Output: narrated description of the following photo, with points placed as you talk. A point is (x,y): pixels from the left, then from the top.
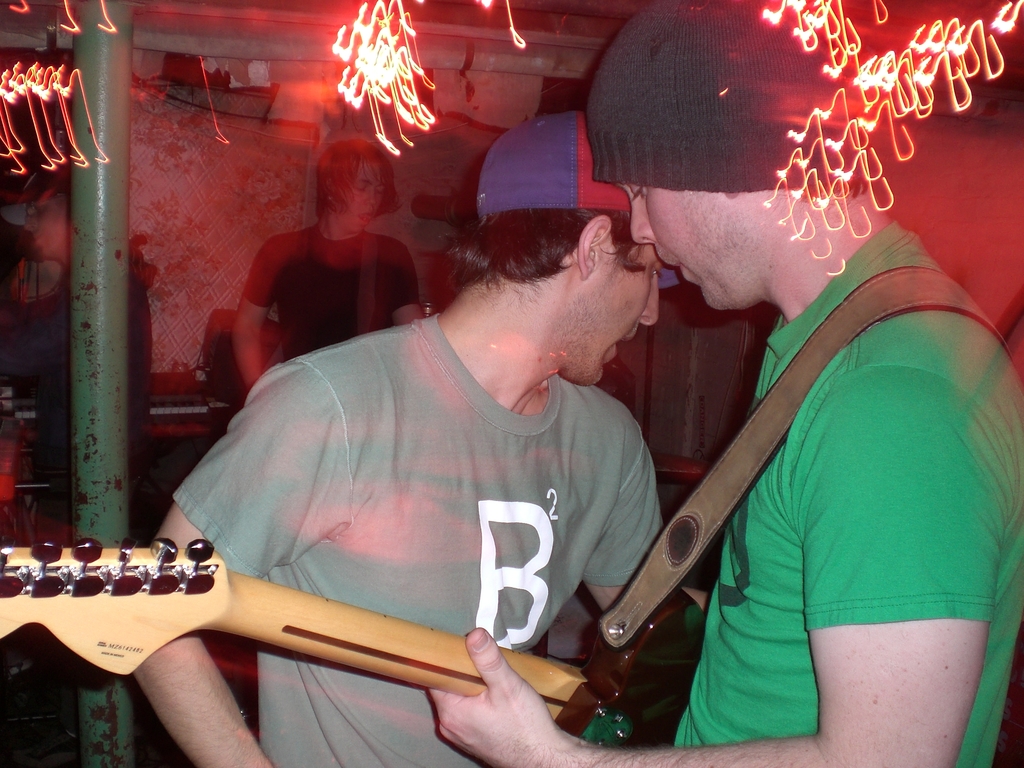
In this image there are two men's (874,426), the persons (847,426) to the right (876,424) is holding a guitar (633,681) in his hand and a cap (732,101) on his head (713,83). At the background (353,266) there is another man (325,222) and there are red light reflections (374,79) on the top (383,60).
